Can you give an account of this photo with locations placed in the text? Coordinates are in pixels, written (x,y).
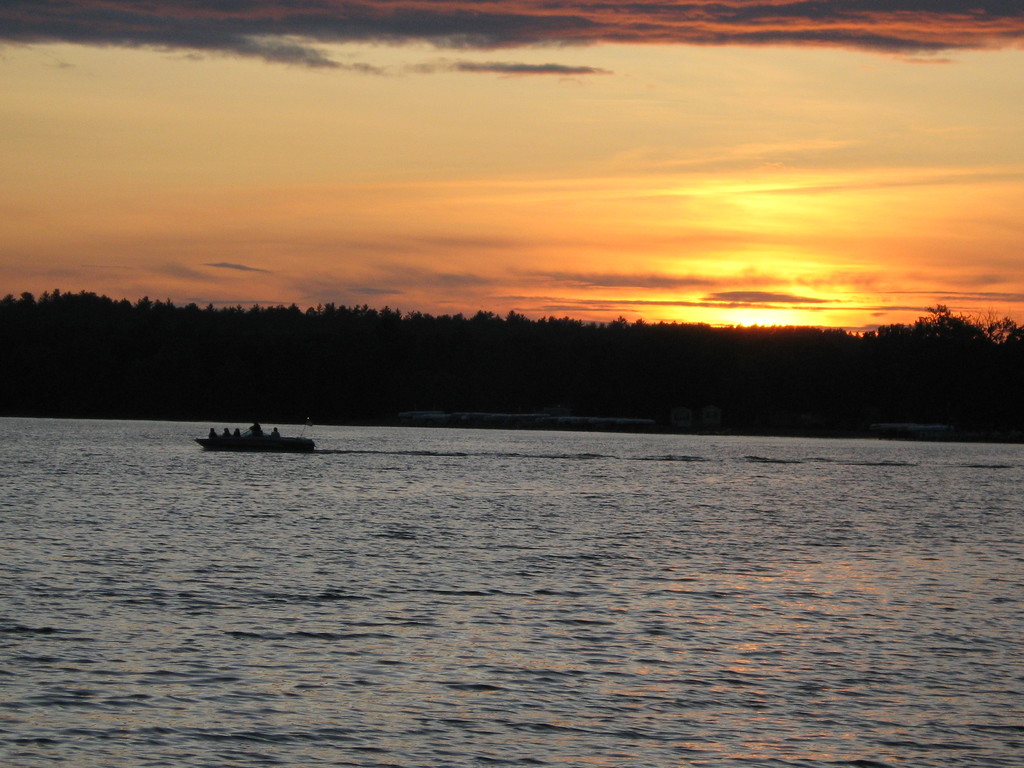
In this image, we can see a ship (256,444) with some people (225,434) in it and it is sailing on the water (291,624). We can also see some trees (652,338) and the sky (697,287).
